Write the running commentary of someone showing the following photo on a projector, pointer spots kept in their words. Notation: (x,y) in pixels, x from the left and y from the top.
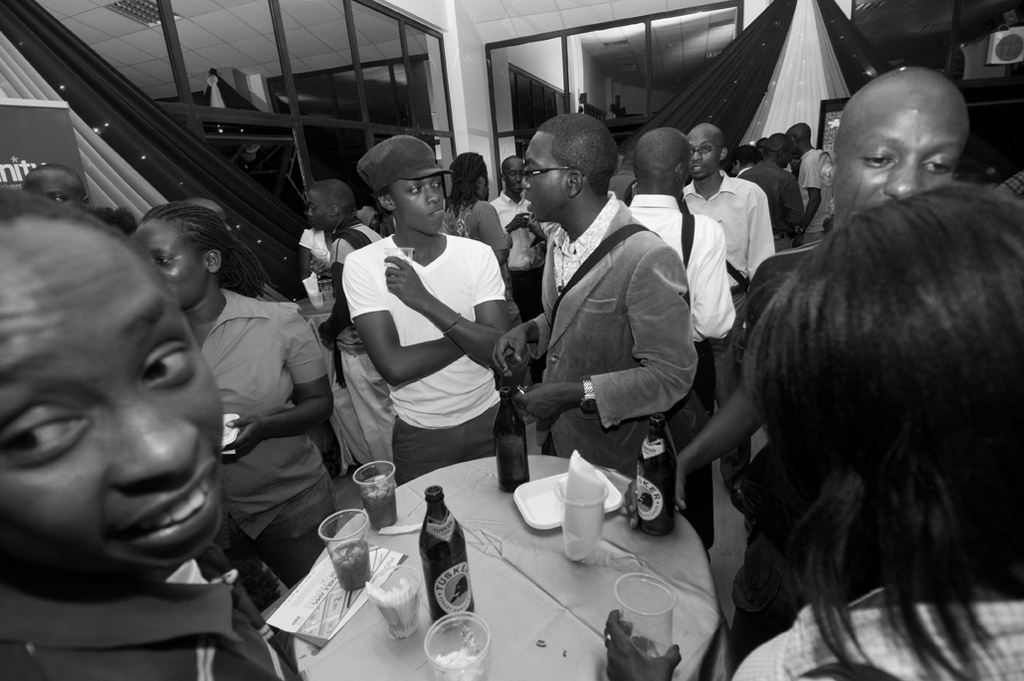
This is a black and white image. I can see groups of people (468,323) standing. This looks like a table (489,509), which is covered with a cloth (701,633). I can see the glasses (353,587), paper (349,606), bottles (516,421), plate (540,526) and few other things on it. I can see the clothes (770,55) hanging. I think these are the glass doors (376,83). On the left side of the image (44,141), that looks like a banner (34,150).
